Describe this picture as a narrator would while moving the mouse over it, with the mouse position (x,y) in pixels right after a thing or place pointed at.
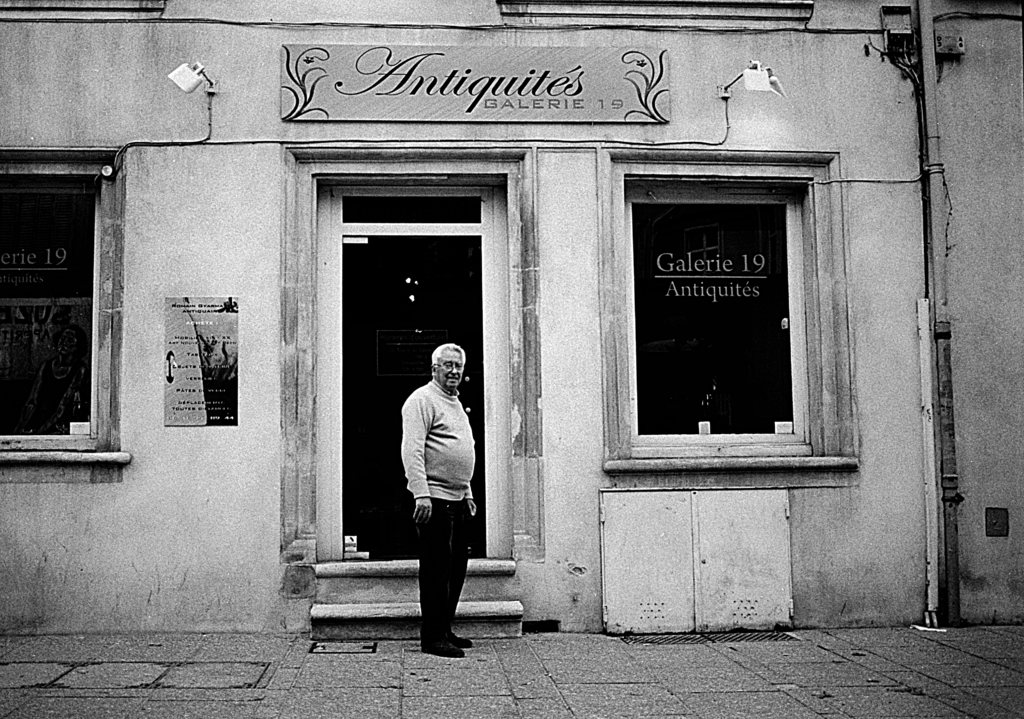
In this I can see it is a black and white in this a man (459,492) is standing, he wore sweater (455,474), trouser (435,544), spectacles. Behind him there is a glass door (466,398), at the top (504,84) there is the name board (504,101) on the wall (177,520).
